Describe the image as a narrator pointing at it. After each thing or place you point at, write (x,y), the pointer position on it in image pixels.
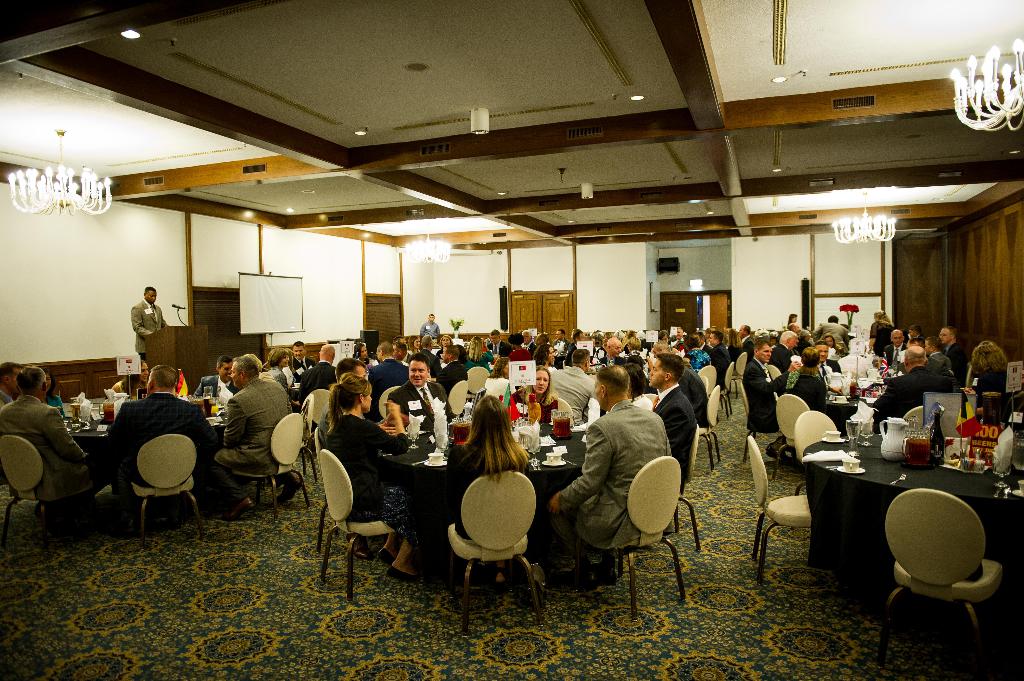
This is the picture of a hall (44,633) where we have some groups of people (453,472) sitting on the chairs (666,504) in front of the tables (549,467) on which there are some things (436,408) placed and there are some lamps (74,194), lights (890,220) and some speakers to the wall (536,269).
